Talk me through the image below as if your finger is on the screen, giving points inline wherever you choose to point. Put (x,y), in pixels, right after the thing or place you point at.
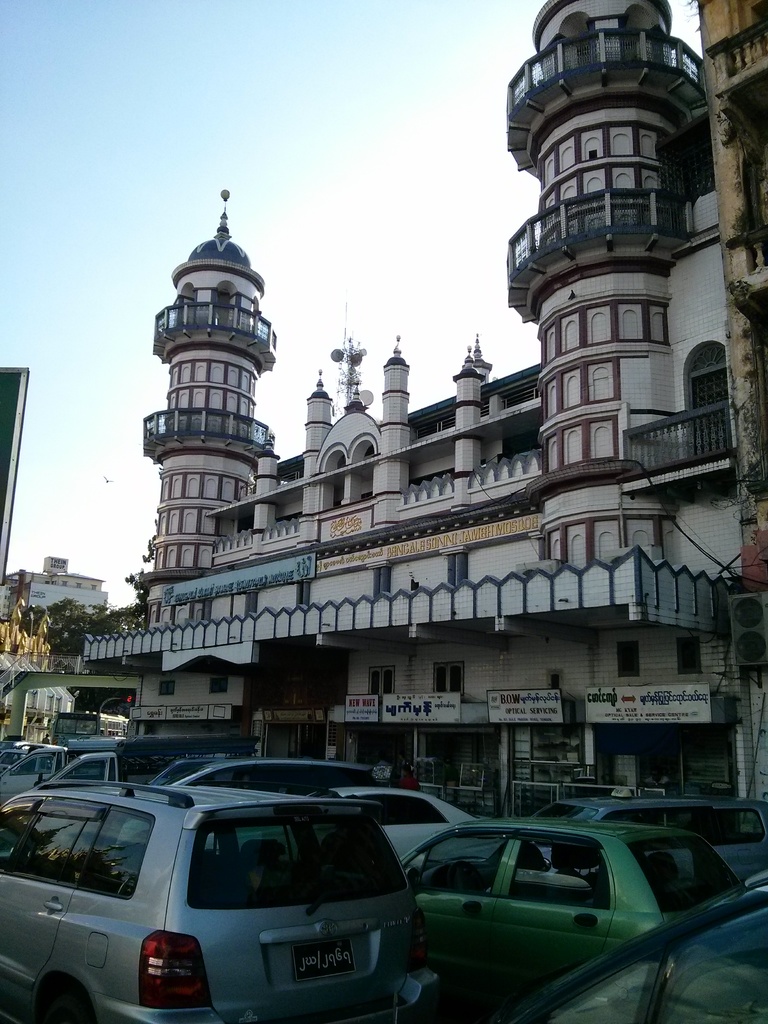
In this image in the center (473,523) there are buildings (211,629) and trees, and also there are some boards (669,691). And at the bottom of the image (390,864) there are some vehicles (483,885), and at the top (452,264) there is sky (467,270) and also we could see objects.
